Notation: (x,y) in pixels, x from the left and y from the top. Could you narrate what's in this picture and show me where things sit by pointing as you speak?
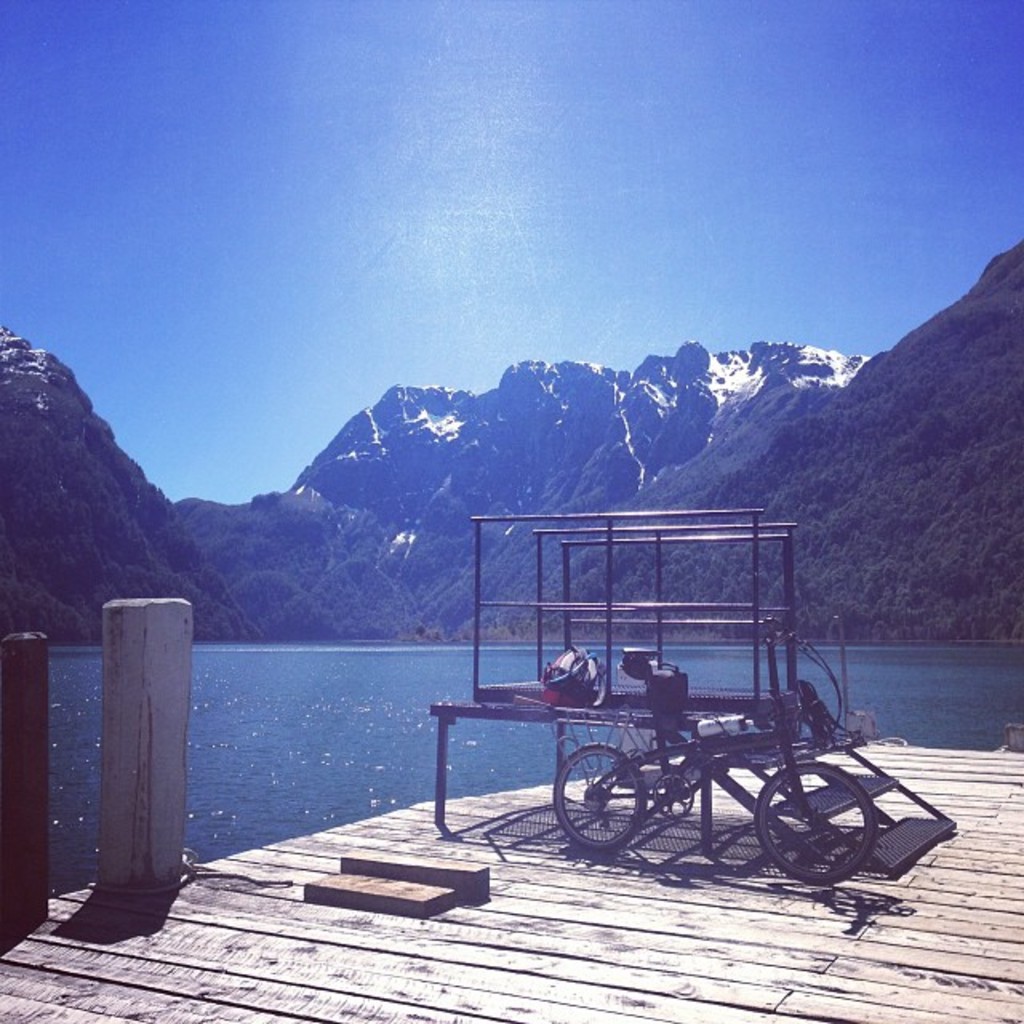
There is a black color object (659,756) on a wooden surface (657,907) and there are water (372,645) and mountains (411,455) in the background (495,444).
